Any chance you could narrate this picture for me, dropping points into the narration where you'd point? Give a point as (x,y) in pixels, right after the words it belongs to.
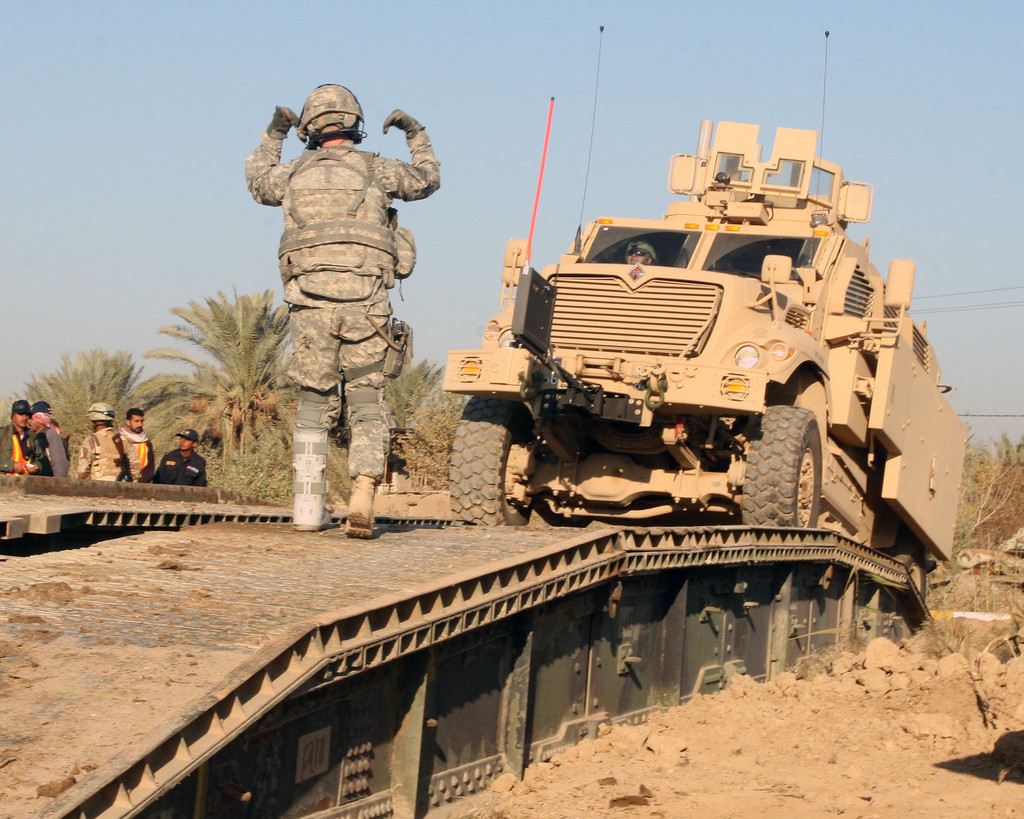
In this image there is a defense vehicle (725,375). In front of it there is a man (327,316) standing. He is wearing a uniform (320,229). To the right there is the ground (945,759). To the left (54,447) there are people (98,456) standing. In the background (224,381) there are trees (1018,509). At the top (449,50) there is the sky (359,43).
